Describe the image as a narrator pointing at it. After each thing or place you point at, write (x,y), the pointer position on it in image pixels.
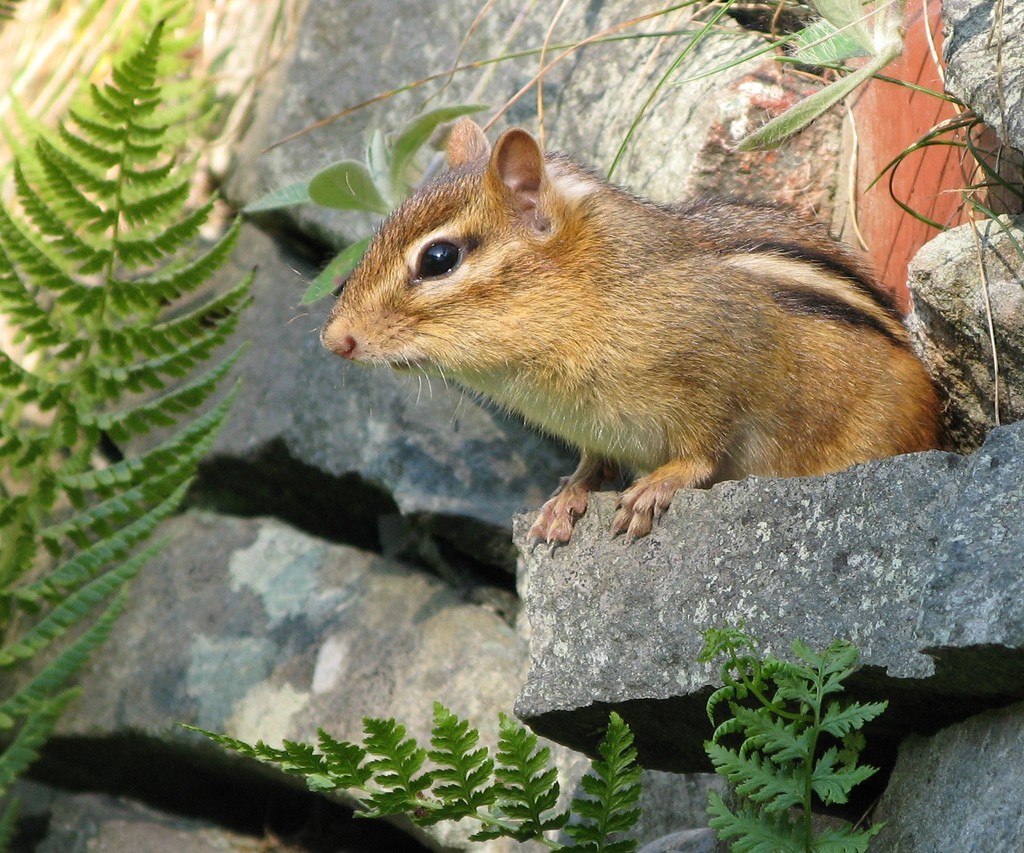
In the middle (437,337) I can see a chipmunk (608,450) on a stone (646,548), plants (765,743) and rocks (177,651). This image is taken may be during a day.
